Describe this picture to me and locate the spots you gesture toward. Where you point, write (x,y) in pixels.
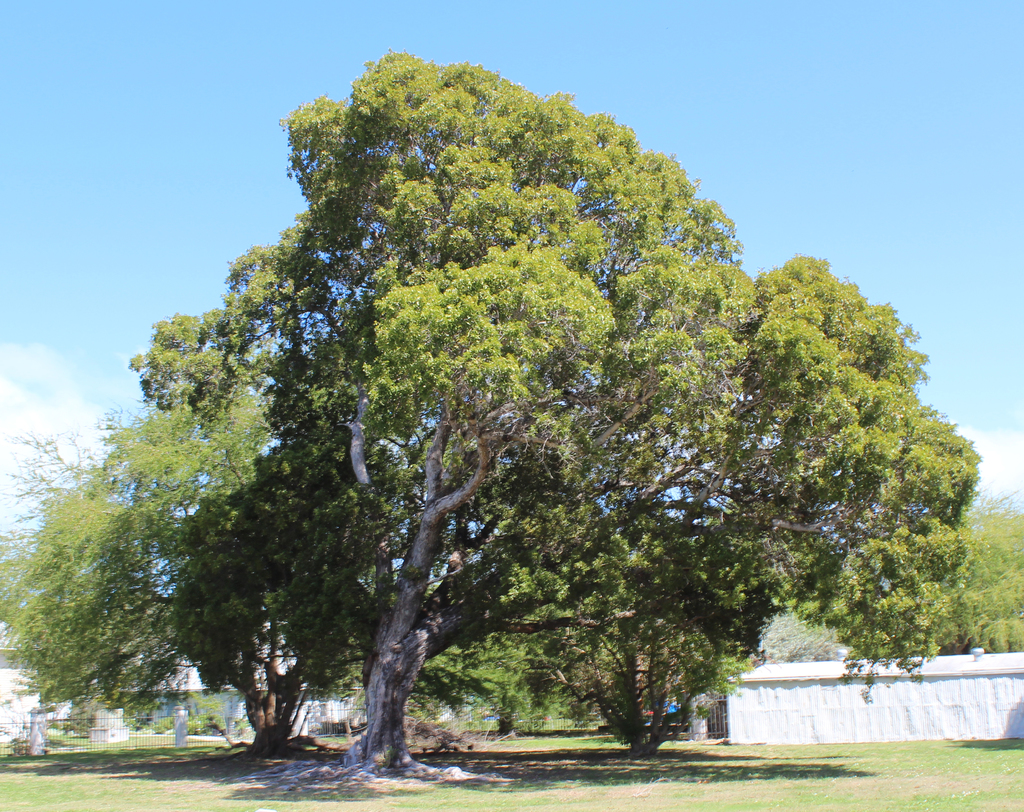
In this image there is a tree (469,585) in the middle (556,468). On the right side (853,679) there is a wall (964,713). At the top (103,163) there is the sky (103,163). On the left side (79,728) there is a fence (73,729) in the background (133,745).
